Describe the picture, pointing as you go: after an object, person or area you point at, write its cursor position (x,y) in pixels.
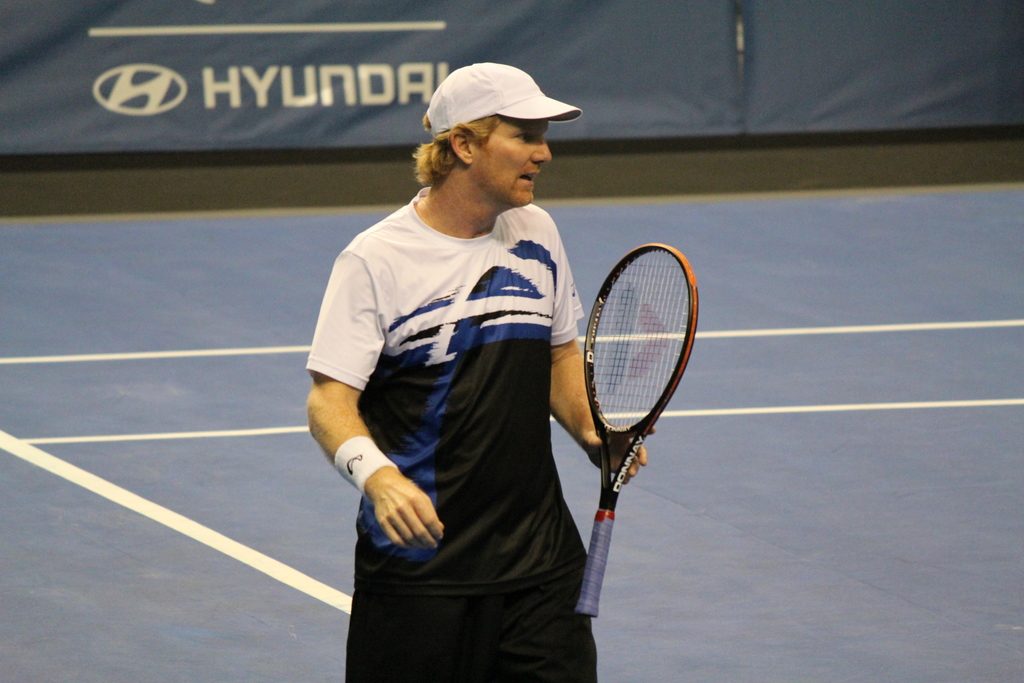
In this image I can see a person (489,386) wearing a t-shirt (478,311), a hat (525,78) and a short (437,621) standing and holding a racket (621,311) in his hand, in the background (796,348) I can see the banner (785,74) and the ground (817,402).
